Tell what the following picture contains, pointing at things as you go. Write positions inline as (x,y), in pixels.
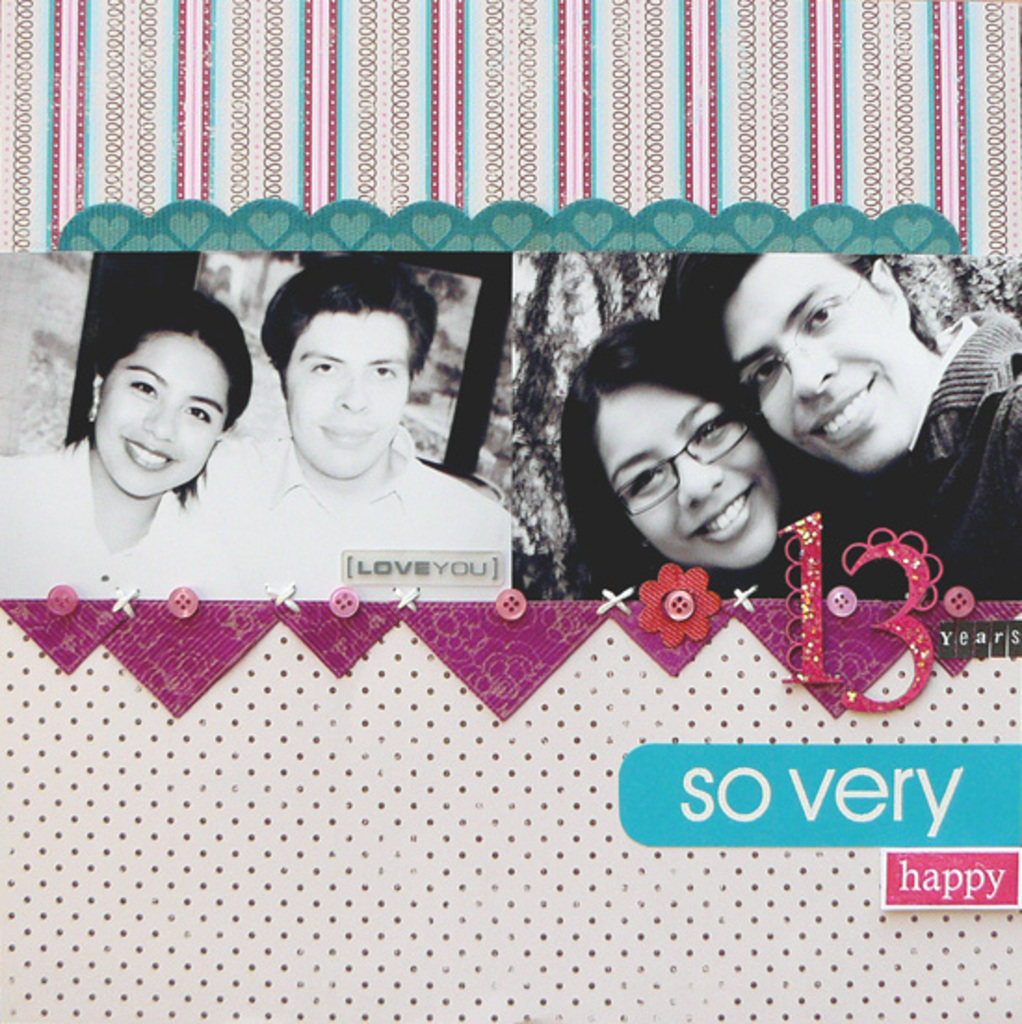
In this image we can see there is a greeting card (495,577). On the greeting card (401,598) there is a picture (440,505) of a couple (490,504) and some text (442,573) on it.
